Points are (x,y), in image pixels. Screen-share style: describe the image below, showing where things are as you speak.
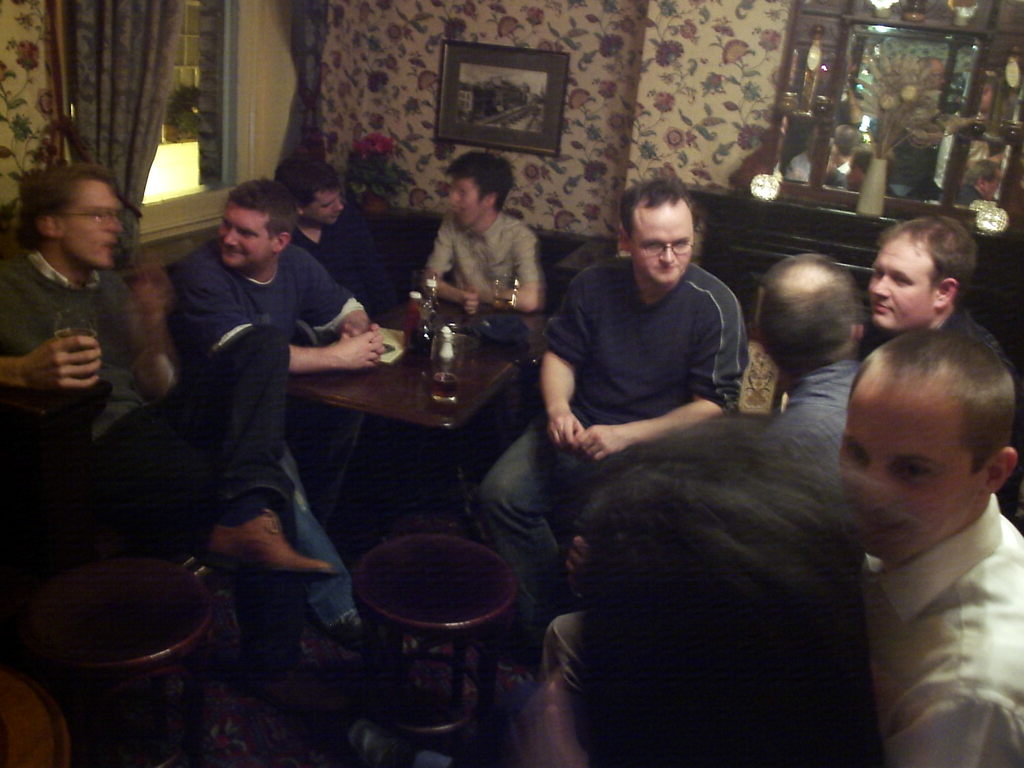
In this picture i could see many persons (284,331) sitting around a table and chatting to each other. In the background (455,118) i could see flower wall (674,64) and a picture frame (473,91) hanging on the wall (604,102) and a wooden cabinet (839,97) in the right corner of the picture (861,65).
